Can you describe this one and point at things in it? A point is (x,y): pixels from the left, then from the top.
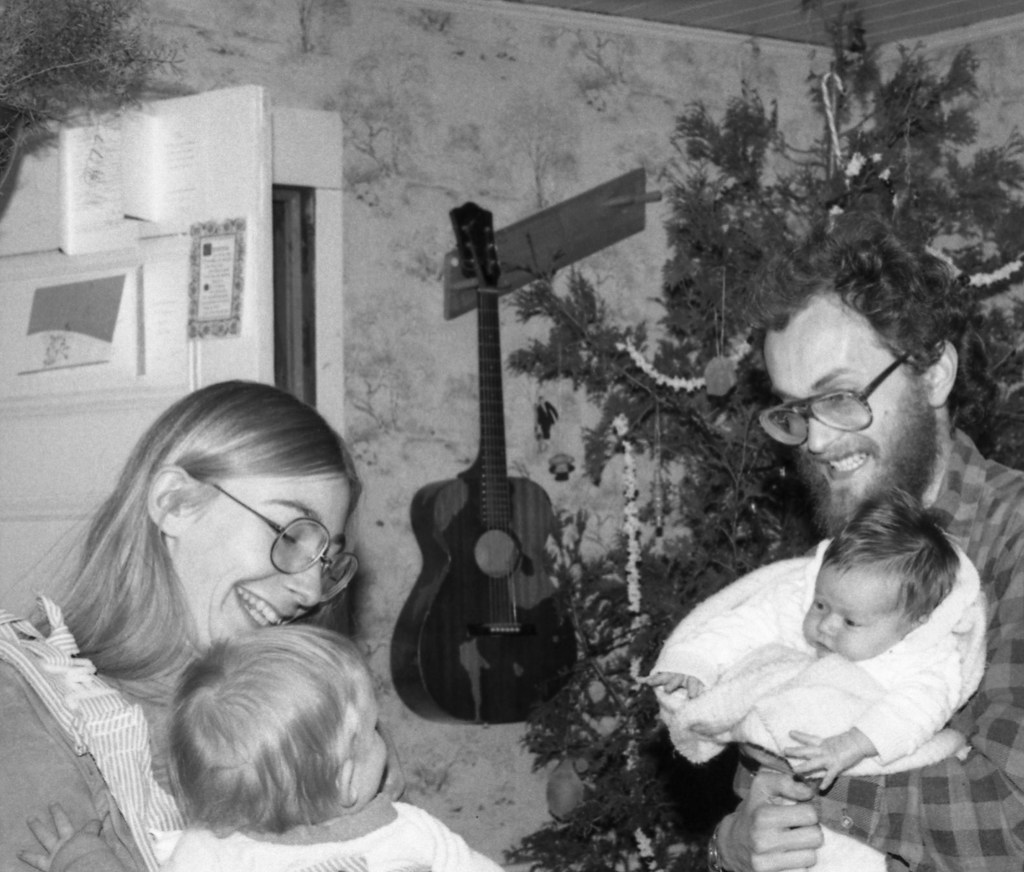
This image has a person (997,858) holding a baby (810,661) in his arms (961,793) at the left side (229,558) there is a woman (240,573) wearing a glasses (291,552) is holding a kid (380,774). Middle of the image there is a guitar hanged to the wall (661,275). At the right side (700,131), back to this person (783,259) is having a tree (750,390).
